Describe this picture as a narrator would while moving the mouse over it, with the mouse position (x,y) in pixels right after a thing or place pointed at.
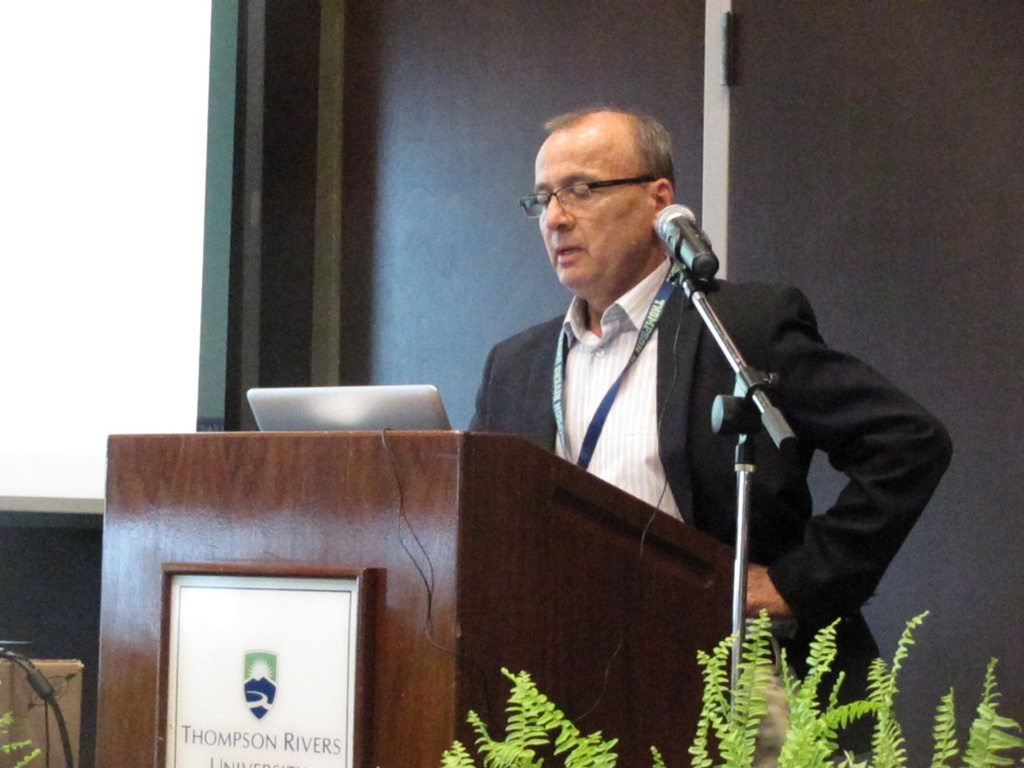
In this image we can see a person (576,448) standing in front of the podium (591,485), on the podium (318,476), we can see a laptop (353,409) and beside the podium (318,639) a mic (661,230), there are some plants (801,742), and other objects (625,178), in the background (960,112) we can see the wall (750,167).
